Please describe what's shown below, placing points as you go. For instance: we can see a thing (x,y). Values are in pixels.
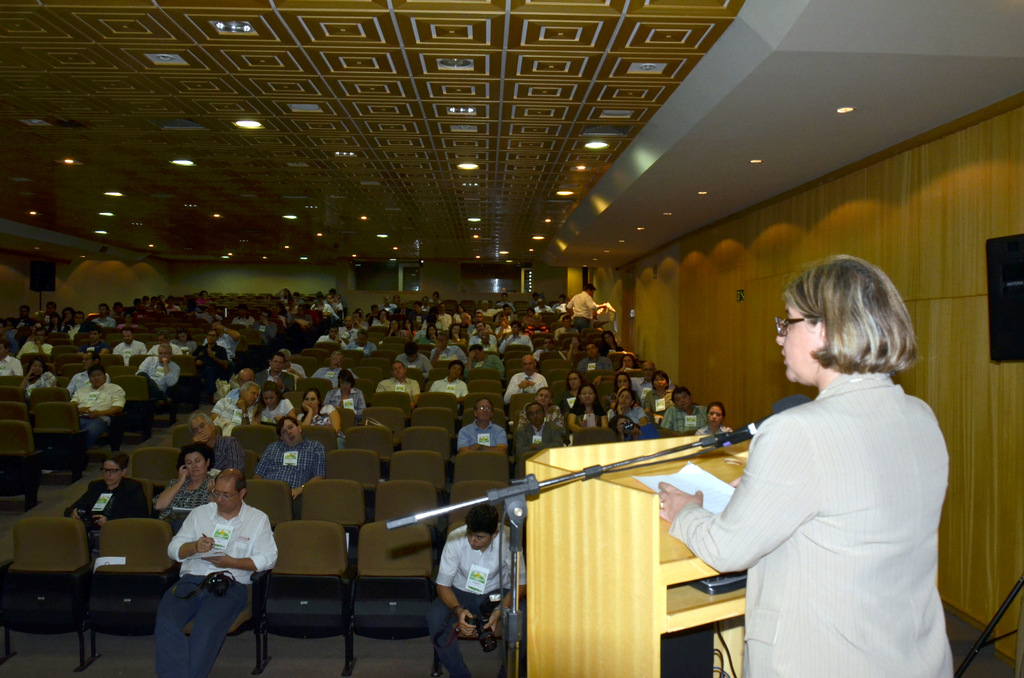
This picture is clicked in the concert room (256,499). Here, we see many people (324,373) are sitting on the chairs (391,435). The man (593,299) in the white shirt (573,310) is standing. In the right bottom of the picture (826,559), the woman (831,487) in grey blazer (867,546) is standing. In front of her, we see a podium (661,570) on which paper (686,471) is placed. We even see a microphone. She might be talking on the microphone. On the right side (907,301), we see a wall (907,301). At the top of the picture (419,58), we see the ceiling (520,115) of the hall (482,264).
